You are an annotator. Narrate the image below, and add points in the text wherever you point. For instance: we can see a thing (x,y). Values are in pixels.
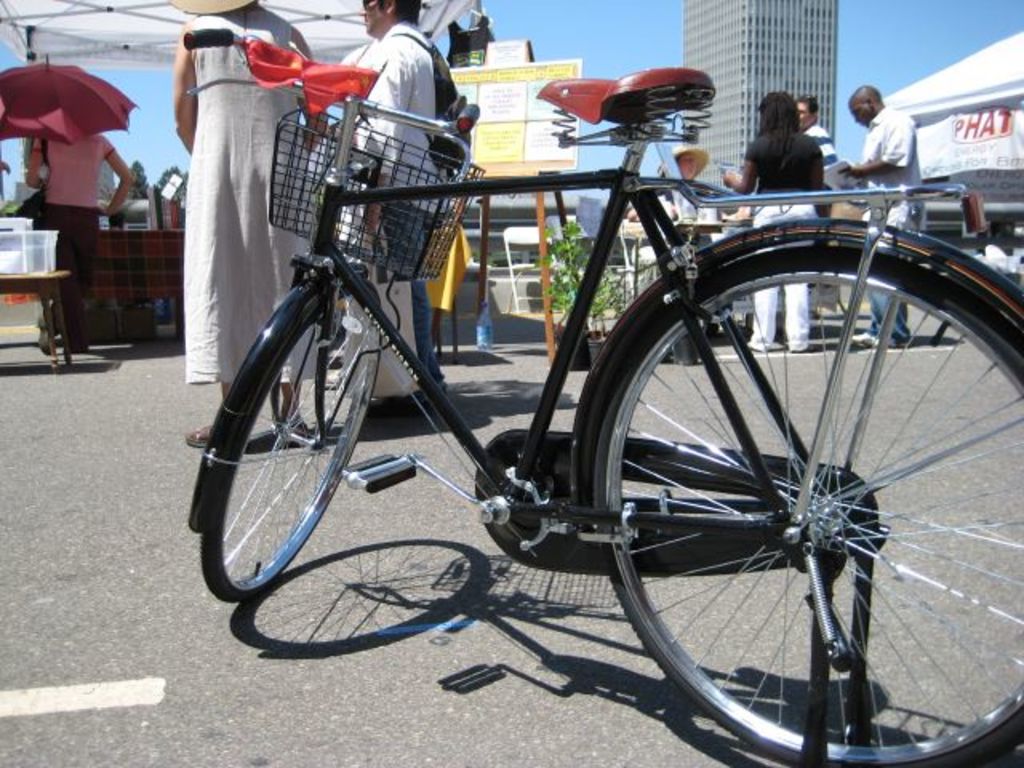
It is a black color cycle (693,555) is on the road (684,611), in the middle (421,293) two persons (241,105) are standing, on the left side (68,302) a woman (91,226) is standing by holding an umbrella (75,121). On the right side (909,157) 3 persons (822,154) are standing and there is a building (780,21) in this image.
